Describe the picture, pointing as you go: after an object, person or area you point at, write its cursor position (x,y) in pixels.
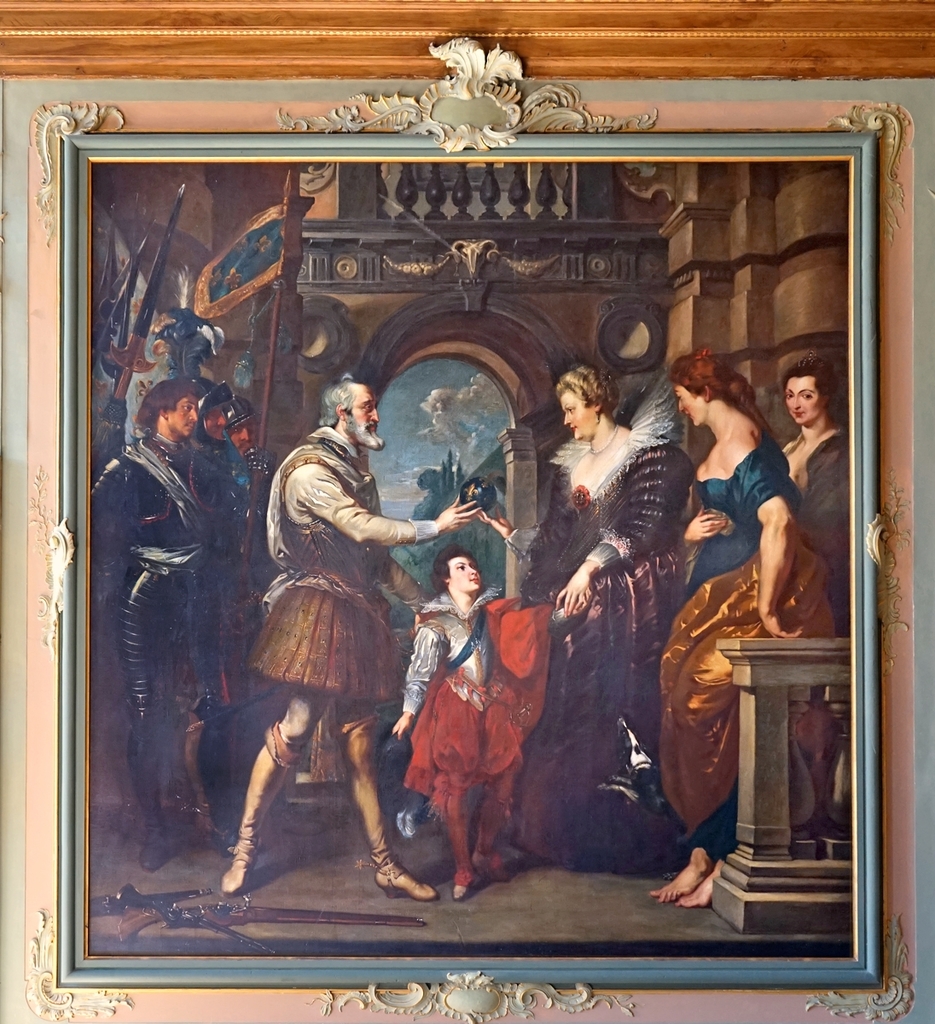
This picture shows a painting (322,511) and we see few men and women (658,585) and a boy (423,783) in the painting (450,557).
